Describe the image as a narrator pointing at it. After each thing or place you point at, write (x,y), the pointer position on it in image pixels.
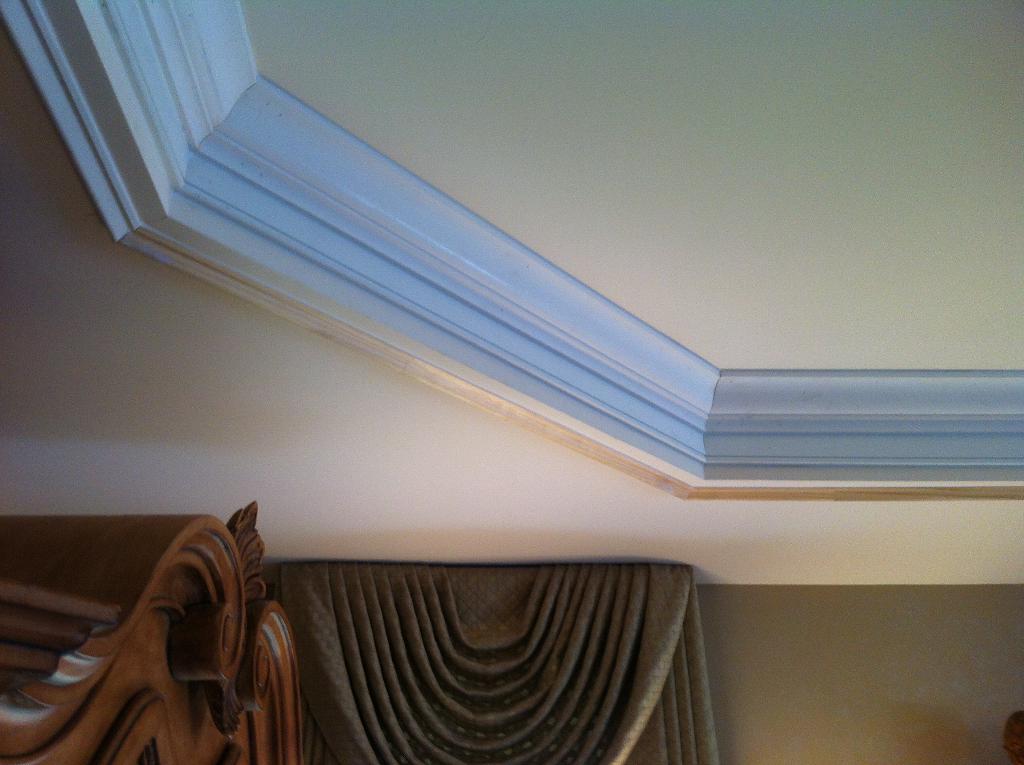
In this image we can see wall (857,657), ceiling (953,55), curtain (354,724), and an object (263,634).
